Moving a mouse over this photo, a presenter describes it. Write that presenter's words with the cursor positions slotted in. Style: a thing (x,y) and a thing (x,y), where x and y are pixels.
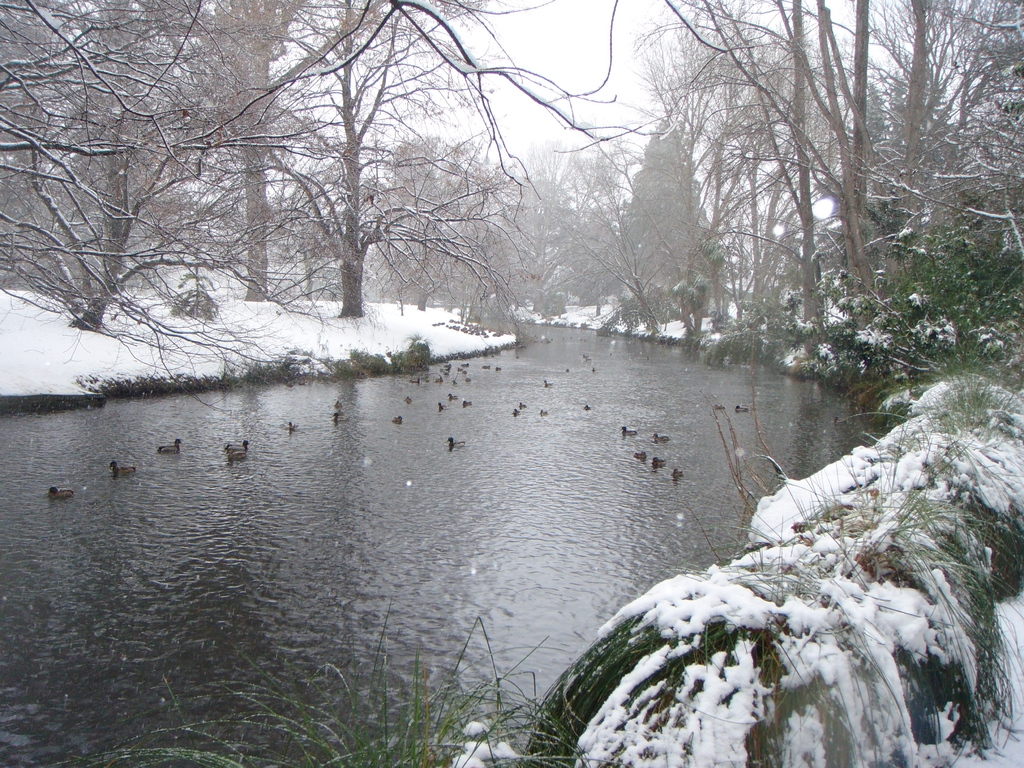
In this image there is a canal (645,460) in that there are ducks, on either side of the canal (598,427) there is a land (218,341) covered with snow (14,357) and there are trees (769,153).
